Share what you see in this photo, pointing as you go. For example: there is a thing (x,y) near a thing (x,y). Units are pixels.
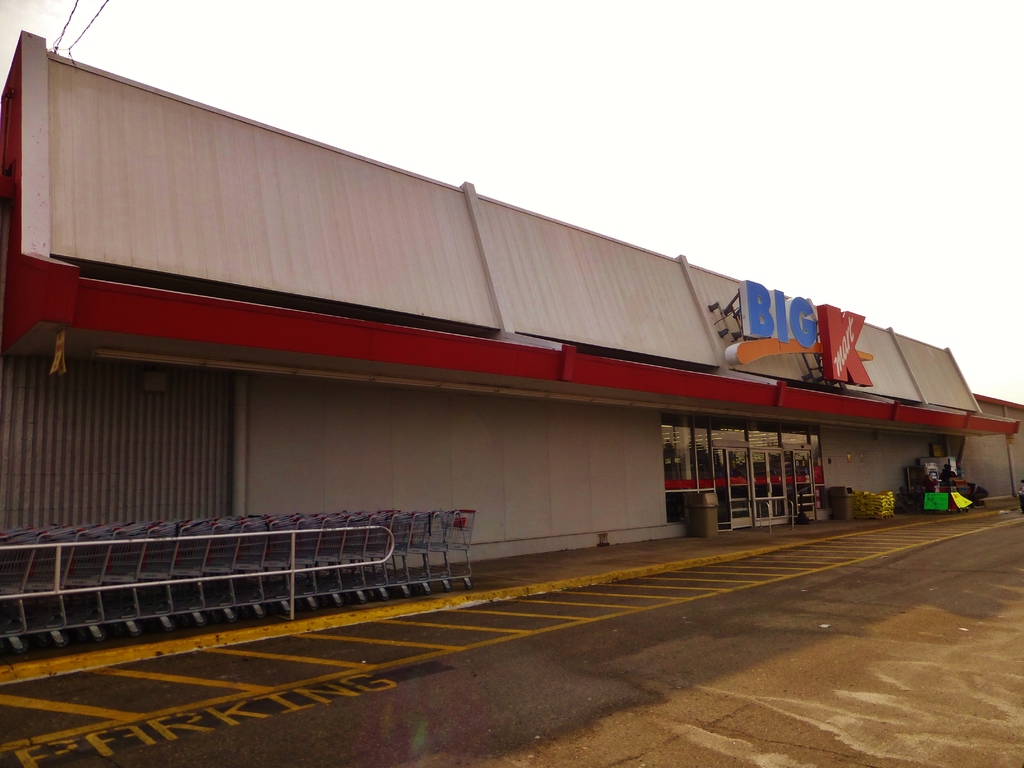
In this image, we can see a store (675,479) with glass doors (762,482) and walls (643,472). Here we can see carts (378,575), rods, dustbins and few objects (866,515). At the bottom (620,660), there is a road (538,672). Background (352,133) we can see the sky (648,163).
